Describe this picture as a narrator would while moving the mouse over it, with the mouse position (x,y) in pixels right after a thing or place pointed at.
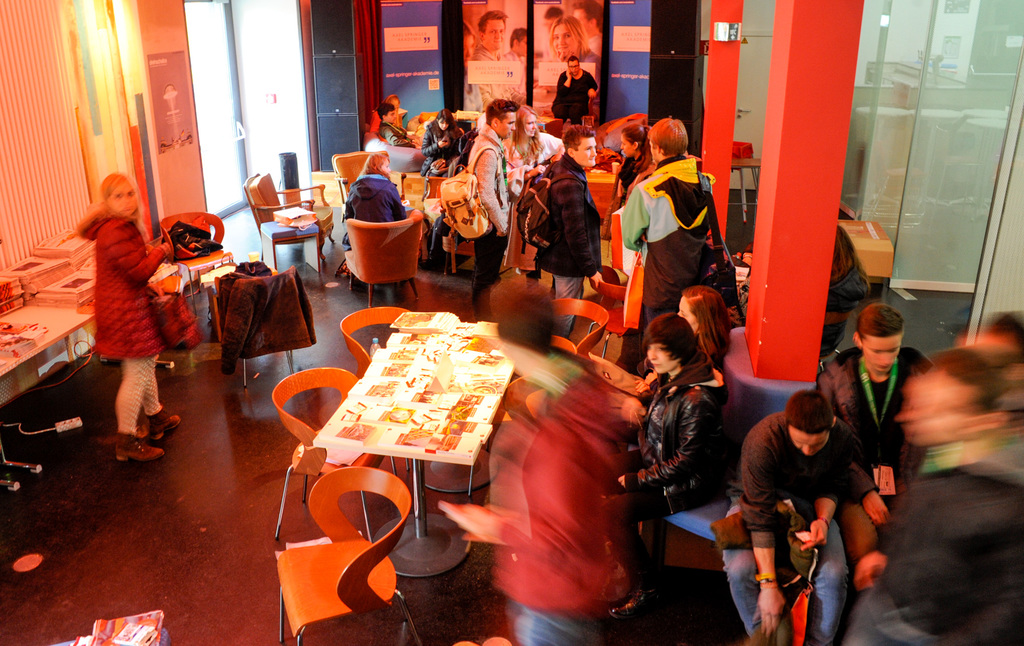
There are many people (570,485) in a room (220,210), some are women (683,364) and some are men (595,217). some of them are sitting in chairs (368,243). And a man (562,516) is walking with something in his hand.
